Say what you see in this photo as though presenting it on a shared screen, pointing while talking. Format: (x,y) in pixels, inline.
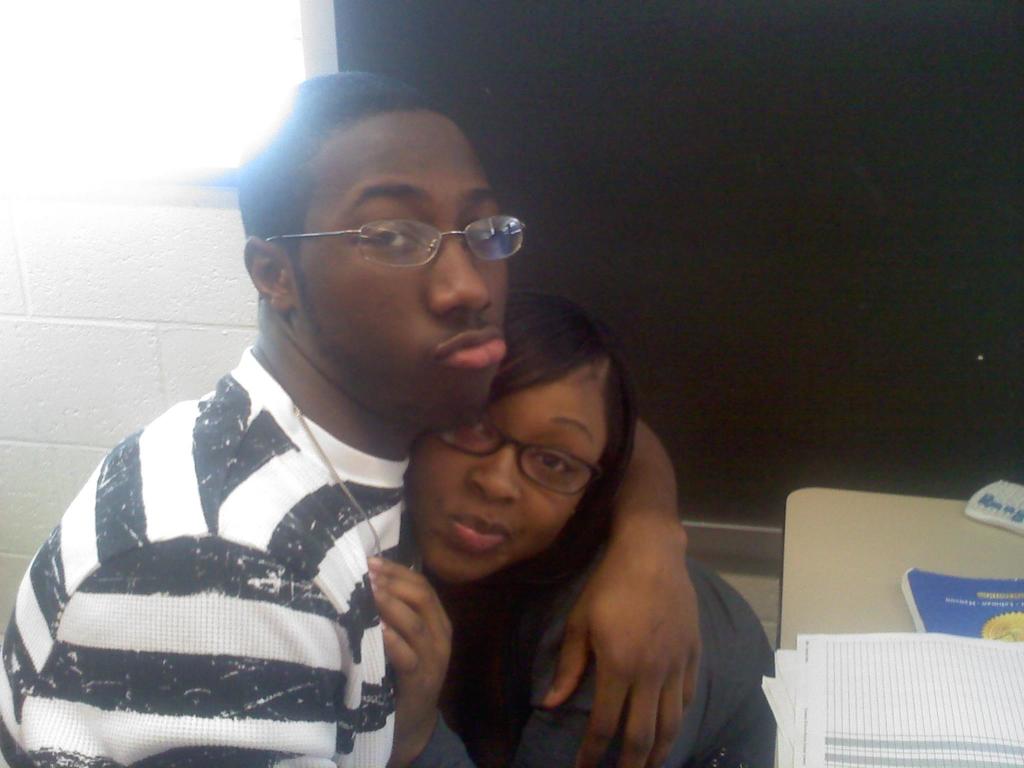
Here we can see a man (323,604) and woman (535,637). On this surface (829,520) there is a book (994,616) and papers (881,716).
